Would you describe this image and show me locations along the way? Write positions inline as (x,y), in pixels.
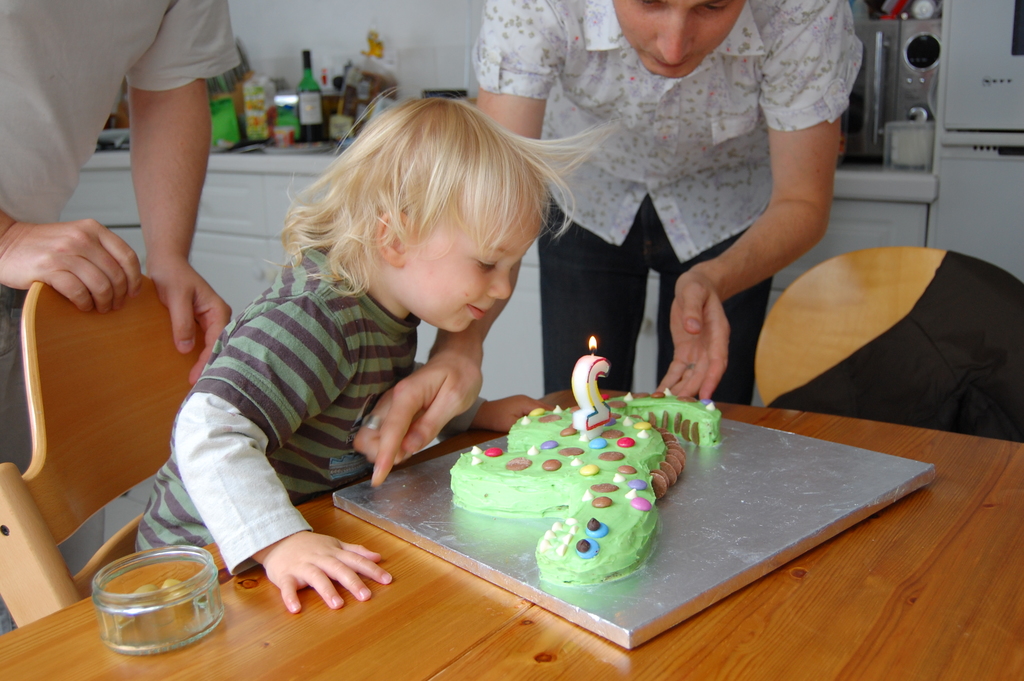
In this image i can see a kid (340,412) who is blowing candle (595,420) which is on the cake (599,499) which is kept on the table (833,581).
